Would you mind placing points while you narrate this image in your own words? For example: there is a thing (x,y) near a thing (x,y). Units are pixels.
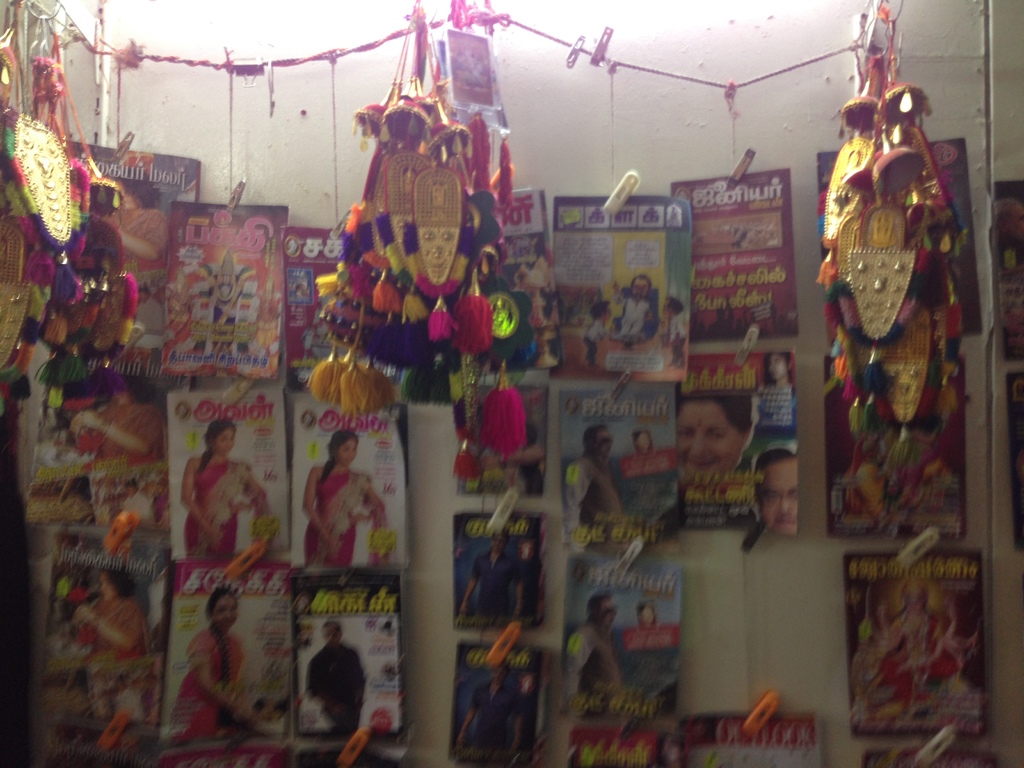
This image is taken indoors. In the background (726,101) there is a wall (527,57). In the middle of the image (642,475) there are many books (923,690) and there are many clips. At the top of the image (391,100) there are many hangings (378,170) hanged on a rope (776,73) and there are a few clips (602,54).
